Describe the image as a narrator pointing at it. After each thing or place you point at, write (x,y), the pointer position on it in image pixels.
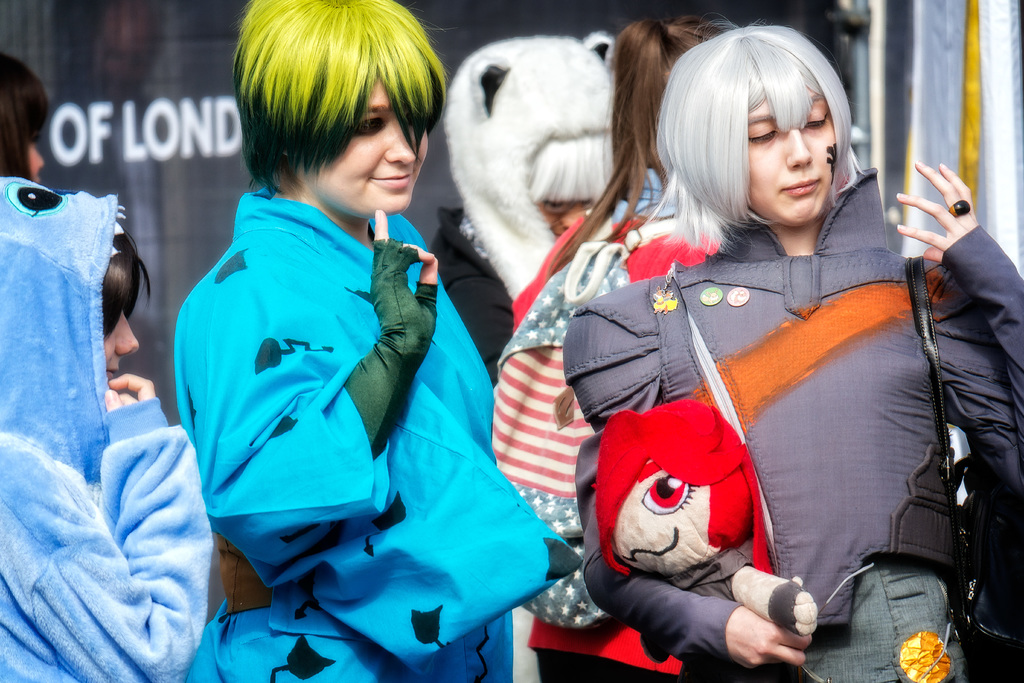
Here in this picture we can see a group of women (550,225) in different cosplay costumes (269,326) present over a place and some of them are smiling.
